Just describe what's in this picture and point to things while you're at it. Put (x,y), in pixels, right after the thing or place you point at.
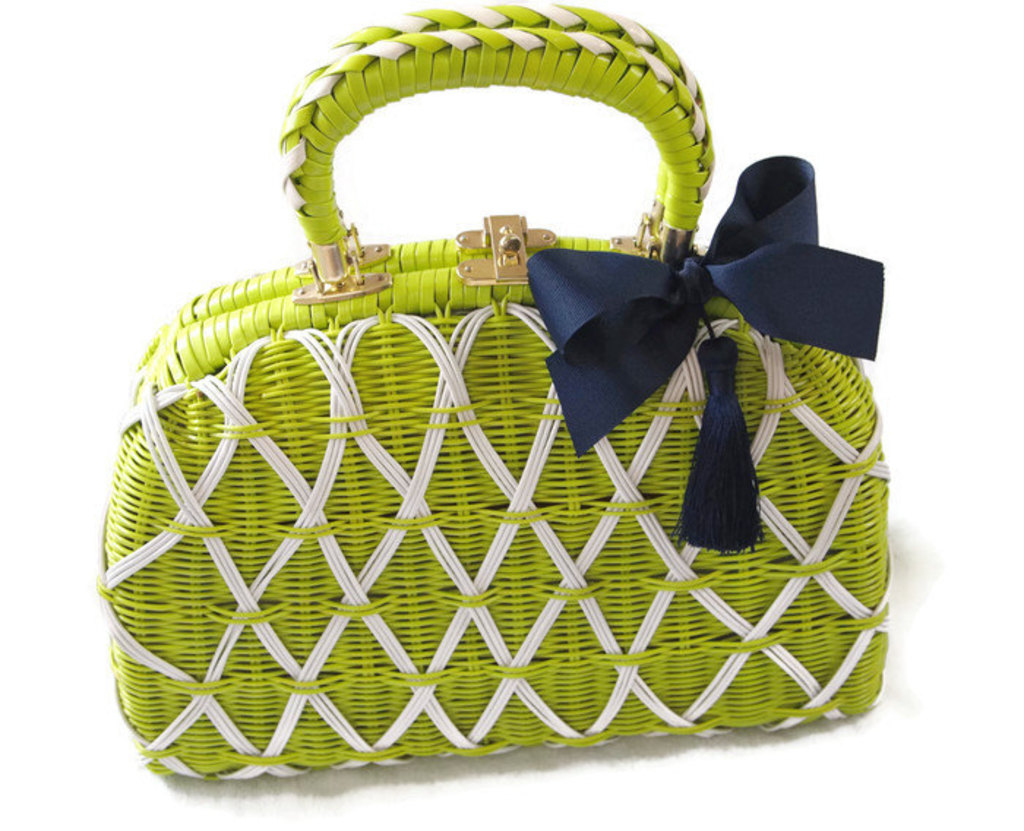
In this image there is a green and white colour bag (425,511) with a blue colour ribbon (677,289) tied on it.
